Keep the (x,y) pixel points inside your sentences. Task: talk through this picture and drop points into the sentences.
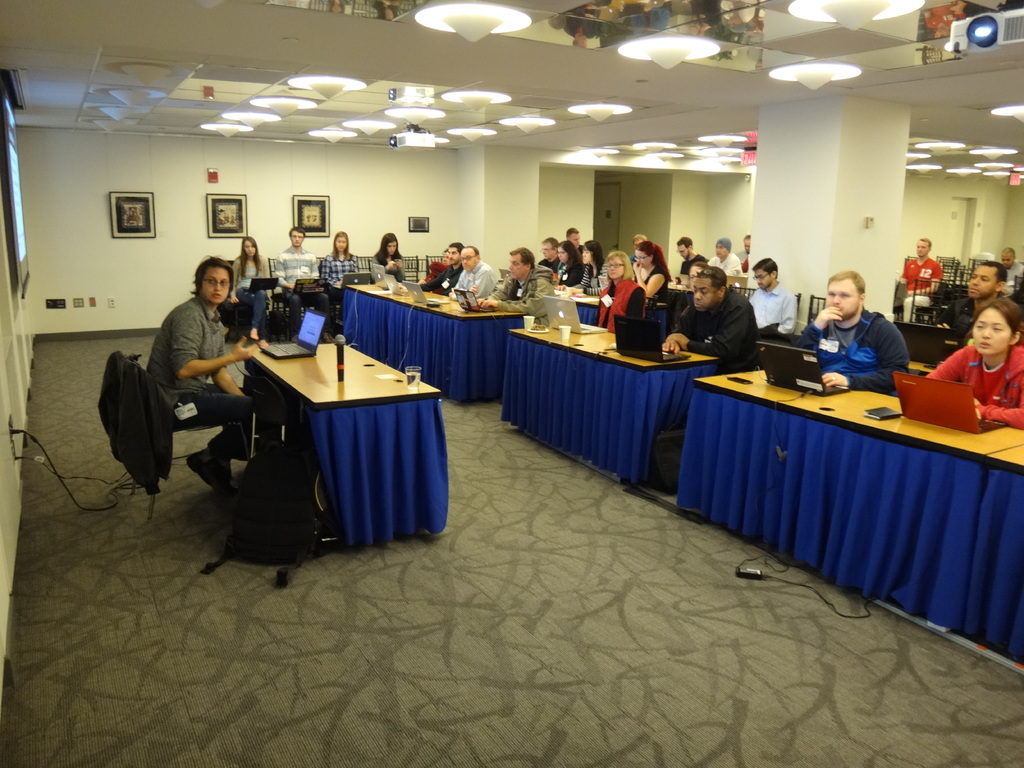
In the given picture there are many people (532,303) sitting in front of a table (805,402), placing their laptops (928,402) on the table (875,398). In front of them there is a guy (223,362) who is facing them, is showing something on a screen (24,217) to them. In the background (817,217) we can see a pillar (804,191) and a ceiling lights (520,19) here.
